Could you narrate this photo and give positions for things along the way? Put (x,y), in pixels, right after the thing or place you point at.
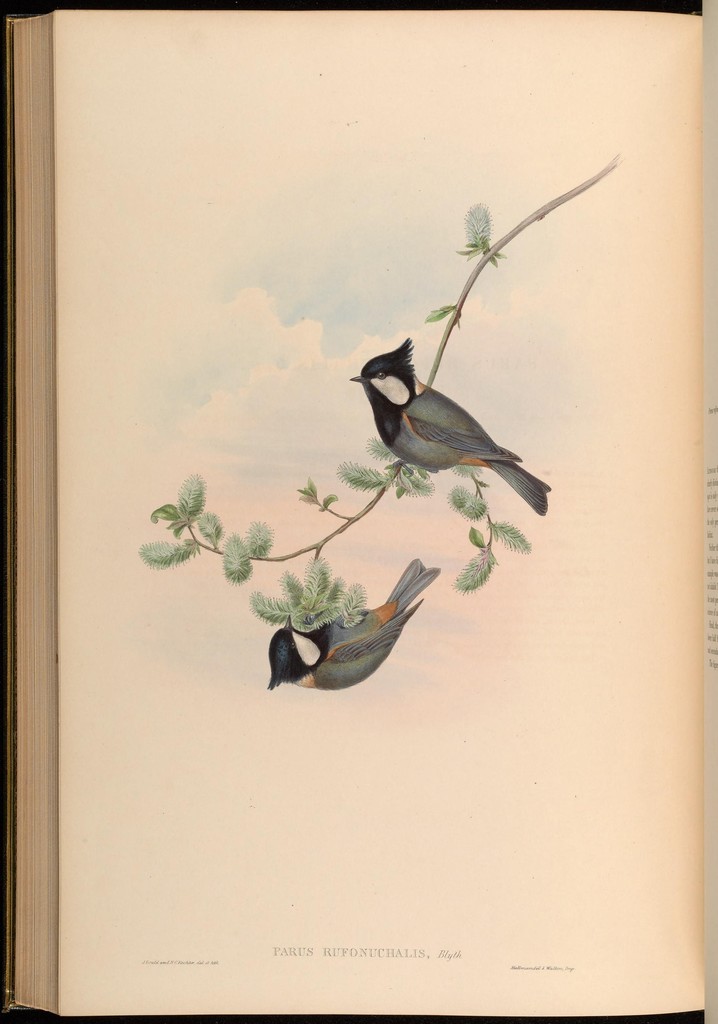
In this image we can see a book (93,180). On the page (228,530) of the book (338,524) we can see painting (379,641) of birds (408,587) and stem (478,489) with leaves (322,582). Also there is text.
